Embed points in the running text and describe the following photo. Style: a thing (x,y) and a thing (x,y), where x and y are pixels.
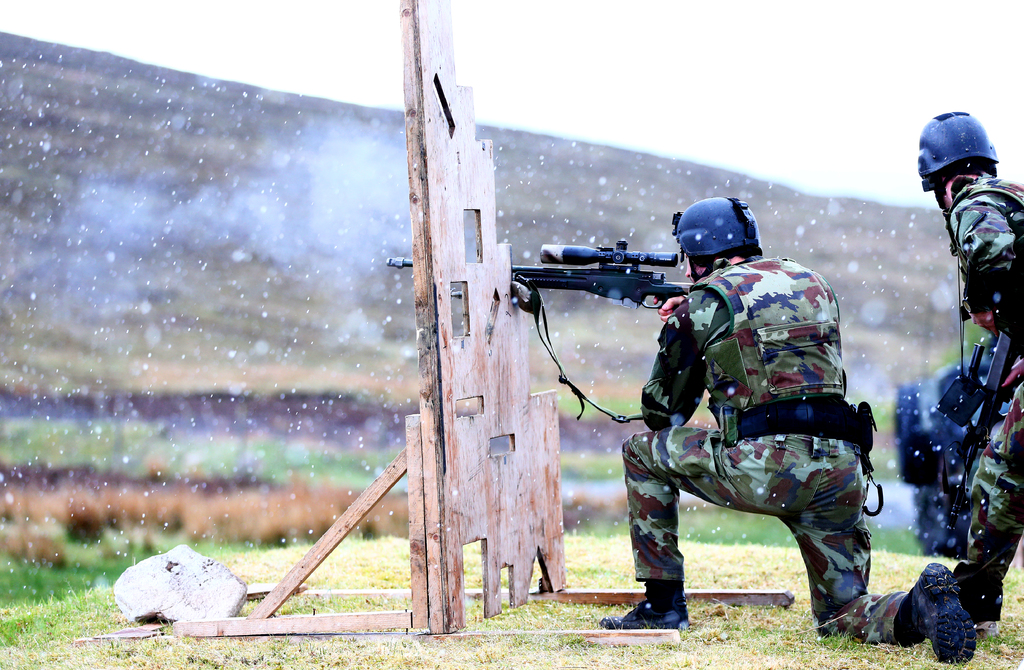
In this image I can see an open grass ground (610,514) and on it I can see two persons (817,523). I can also see both of them are wearing uniforms (970,238), helmets (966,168) and I can see both of them are holding guns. In the centre (458,228) I can see a wooden board (438,138). On the bottom left side of the image (215,566) I can see a stone (177,558) on the ground (241,668). I can also see this image is little bit blurry in the background (544,379).
